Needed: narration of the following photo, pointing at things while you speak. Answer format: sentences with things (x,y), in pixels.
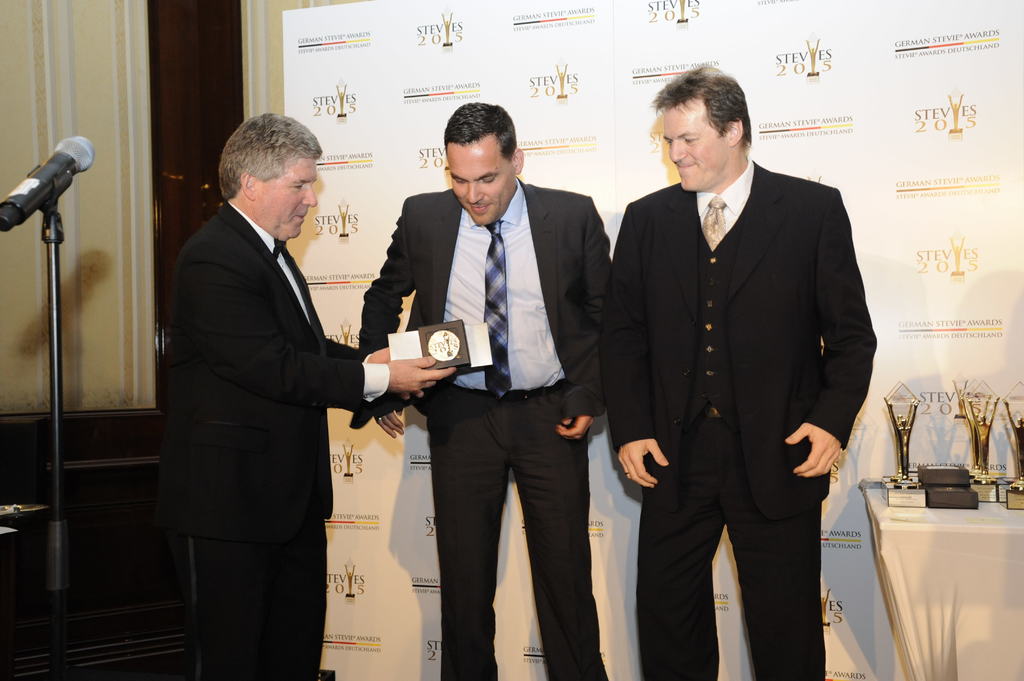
There are three persons (491,366) standing. On the left side (206,351) person (269,346) is holding something in the hand (447,369). Also there is a mic stand (56,213) with mic (38,177). On the right side (900,547) there is a table (929,524) with many trophy (899,438). In the back (788,125) there's a wall (505,52) with something written on that.
